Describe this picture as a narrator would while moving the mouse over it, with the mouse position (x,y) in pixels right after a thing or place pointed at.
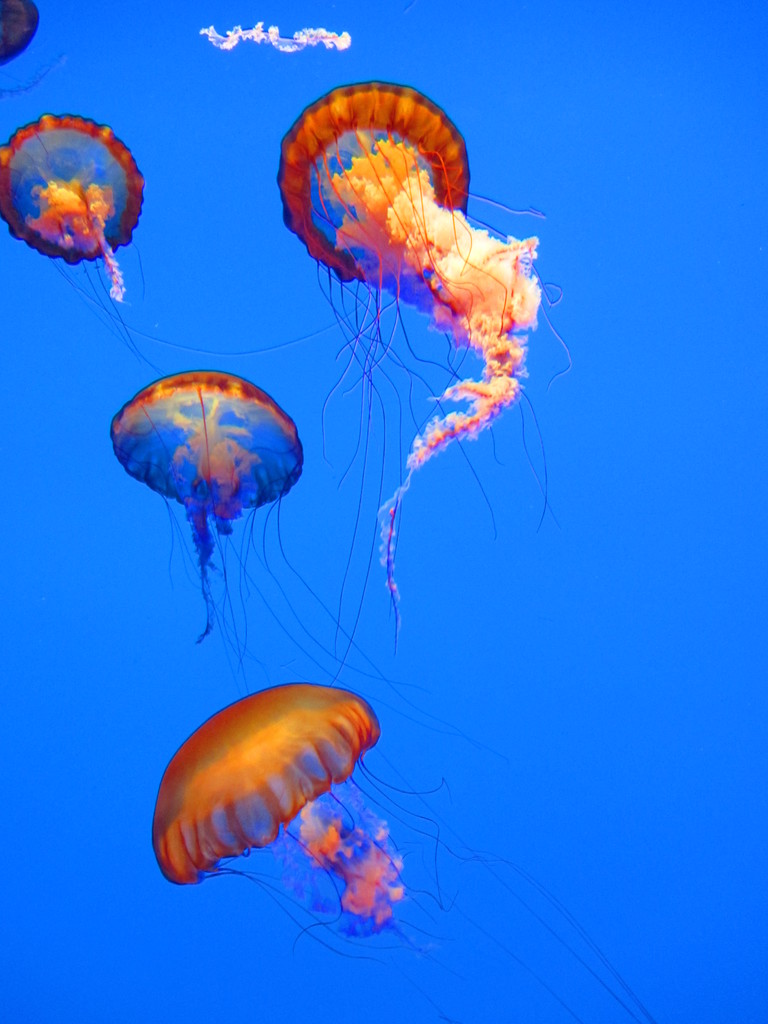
This image consists of so many jellyfish (352,226). There is water (449,407) at the top (183,322).
